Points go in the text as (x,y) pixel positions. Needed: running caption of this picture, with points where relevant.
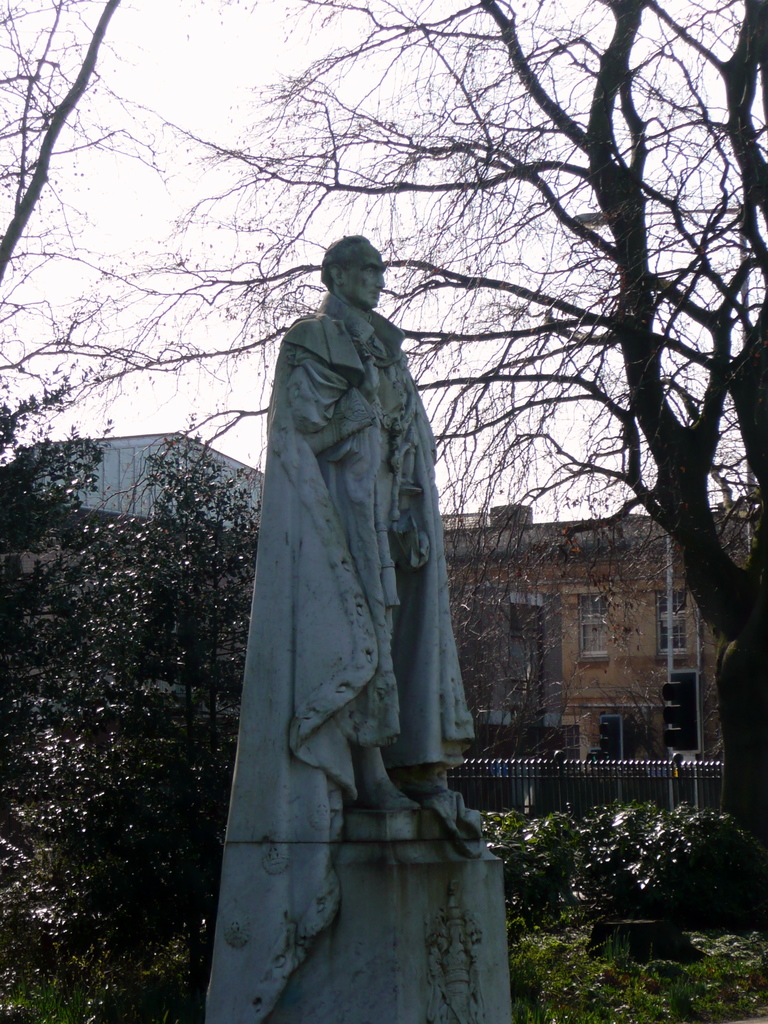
In this image we can see a sculpture (384,450), there are some plants (561,836), trees (203,607), traffic lights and fence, in the background (407,156) we can see the sky (201,66).
